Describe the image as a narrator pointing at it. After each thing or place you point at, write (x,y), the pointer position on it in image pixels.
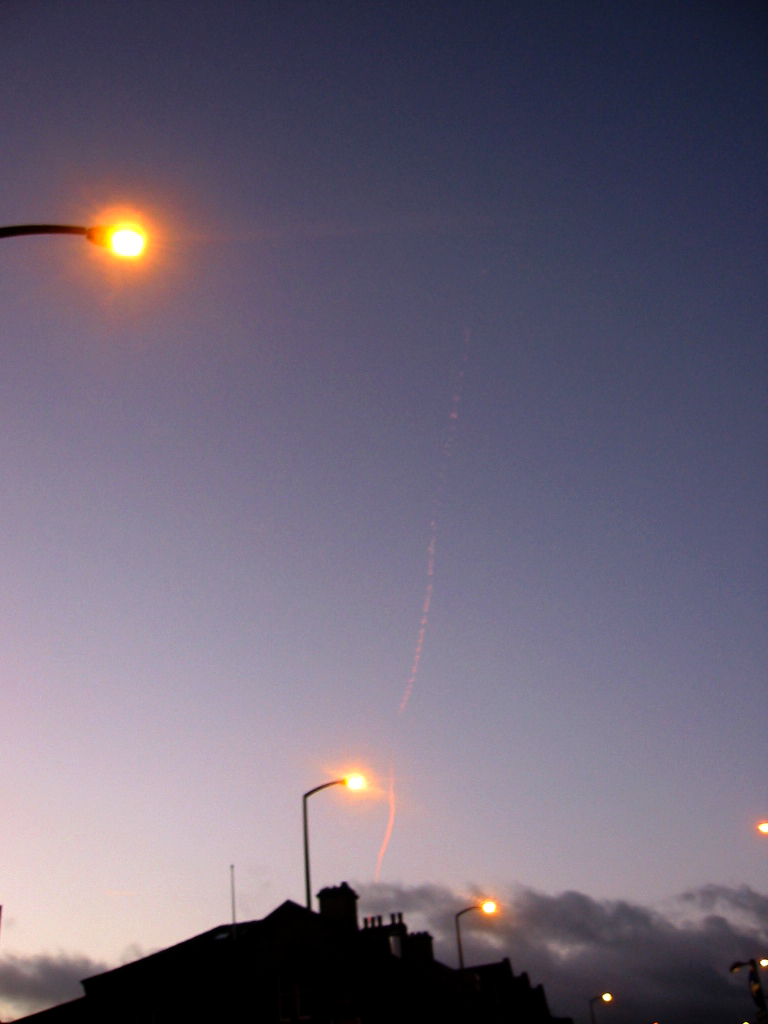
In this image we can see a building (245,950) at the bottom (267,954). There are light poles (102,232). In the background (526,617) there is sky (526,617) with clouds (614,940).
